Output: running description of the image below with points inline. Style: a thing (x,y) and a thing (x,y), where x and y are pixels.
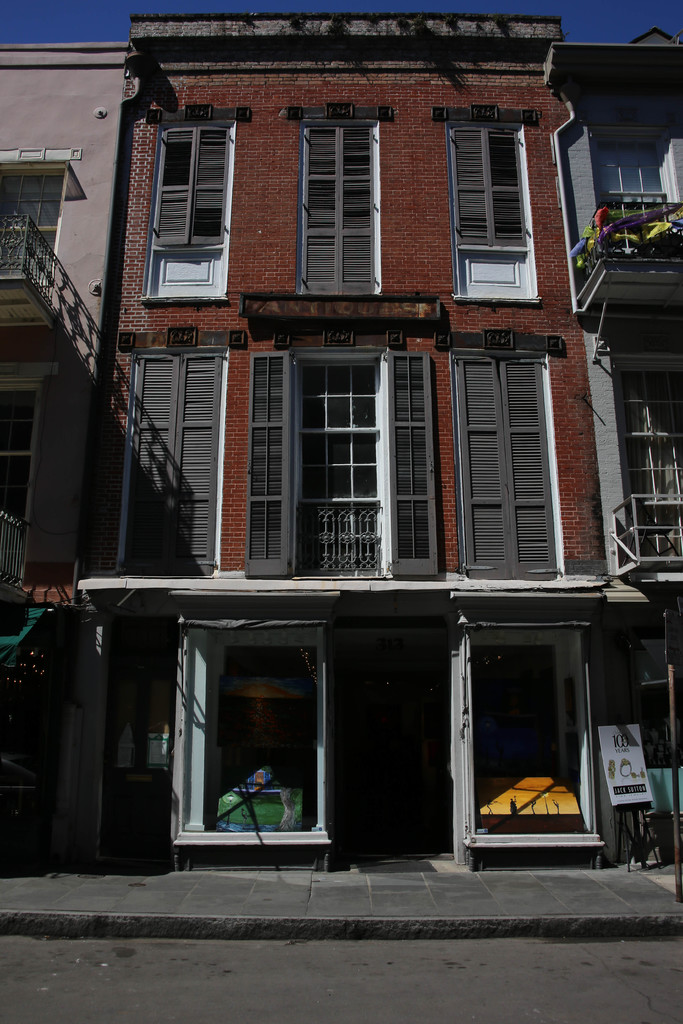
In this image we can see buildings (348,395), windows (187,150), door (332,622). At the bottom of the image (319,955) there is road (358,971). At the top of the image (120,26) there is sky (83,25).
